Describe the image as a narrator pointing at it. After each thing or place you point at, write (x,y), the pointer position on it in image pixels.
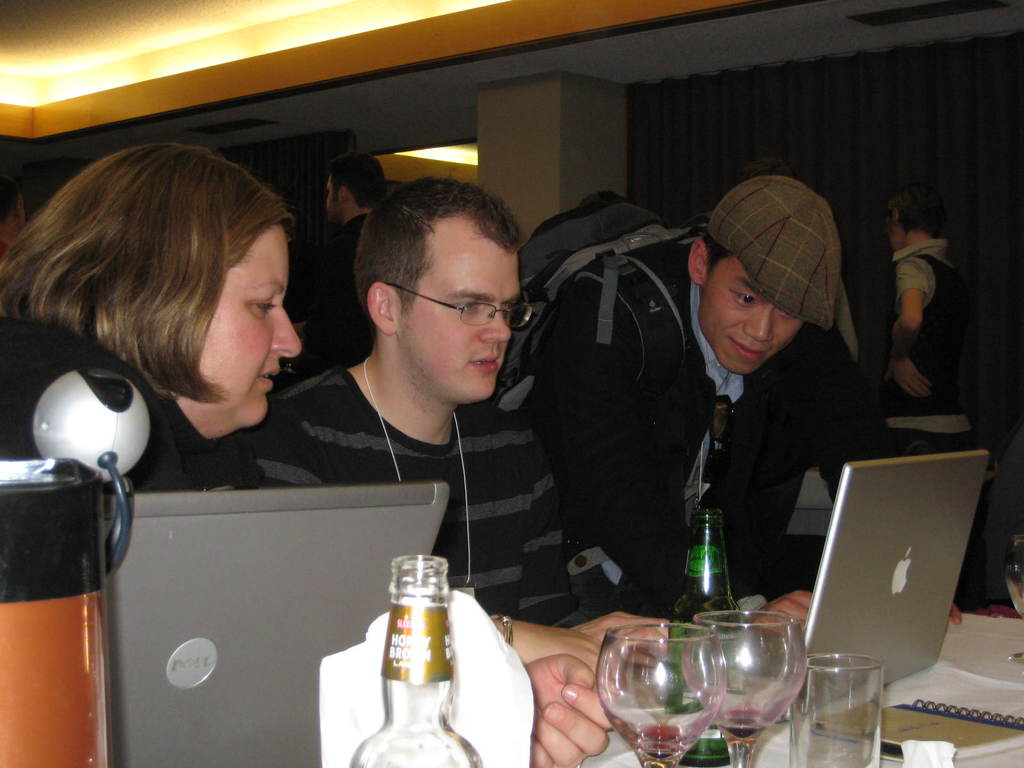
This is a picture of three people (646,522), two sitting on chair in front of a table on which there are some glasses (710,627), laptops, bottles (707,532) and tissues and notes (927,702) and among them a person (497,419) is having the spectacles (525,324) and the other guy (718,205) is wearing a backpack (580,282) and a lady (171,419) has short hair (199,331).
